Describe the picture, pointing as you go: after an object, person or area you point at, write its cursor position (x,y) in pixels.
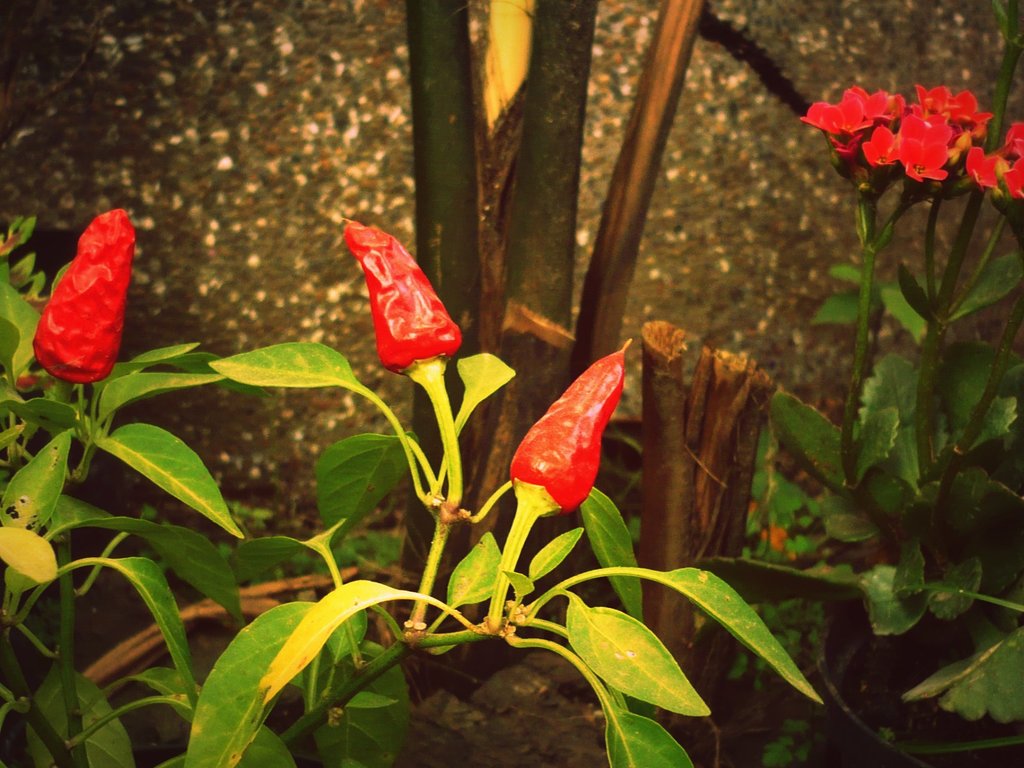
In this image there are red chilies (100,264) and red color flowers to the plants (579,601).
